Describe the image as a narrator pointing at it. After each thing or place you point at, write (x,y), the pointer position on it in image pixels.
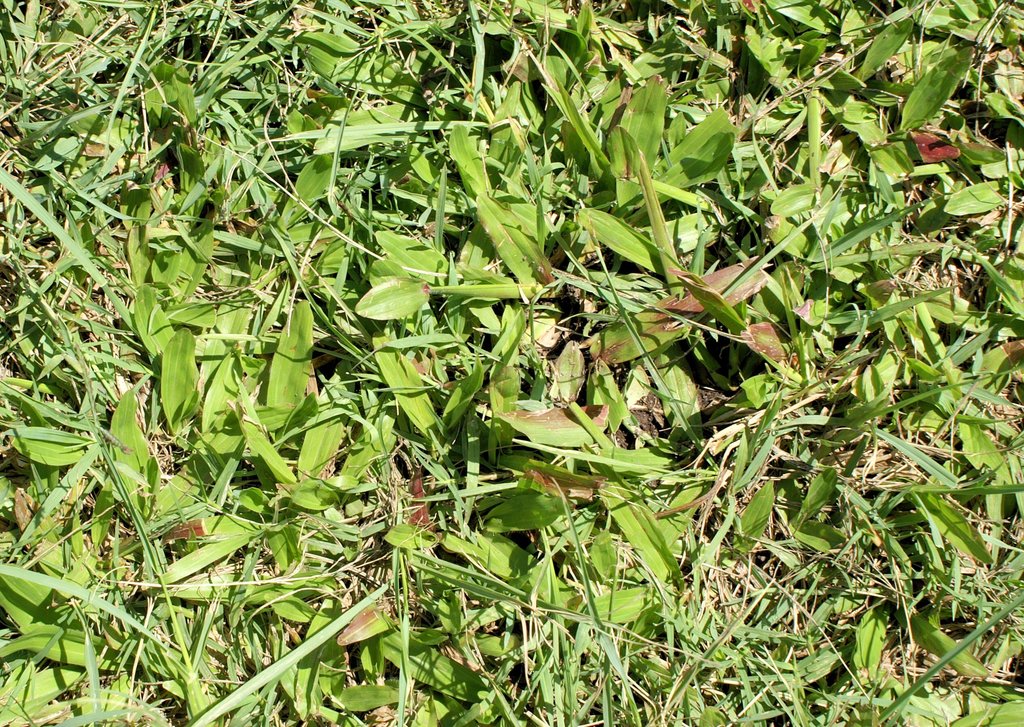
This image consists of grass (757,602) and leaves (266,456).
